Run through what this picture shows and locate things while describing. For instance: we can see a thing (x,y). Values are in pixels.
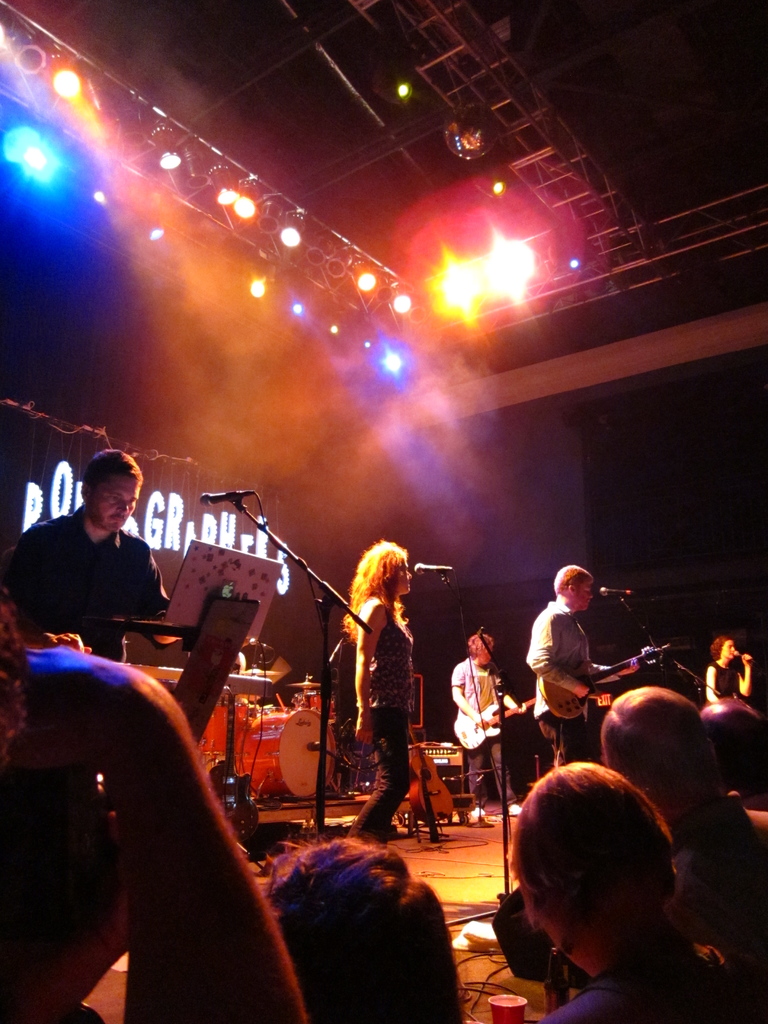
In the image we can see few persons (43,585) were standing and holding microphone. In the front (352,962) bottom we can see some persons (598,921) were standing, they were audience (600,829). In the background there is a light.
